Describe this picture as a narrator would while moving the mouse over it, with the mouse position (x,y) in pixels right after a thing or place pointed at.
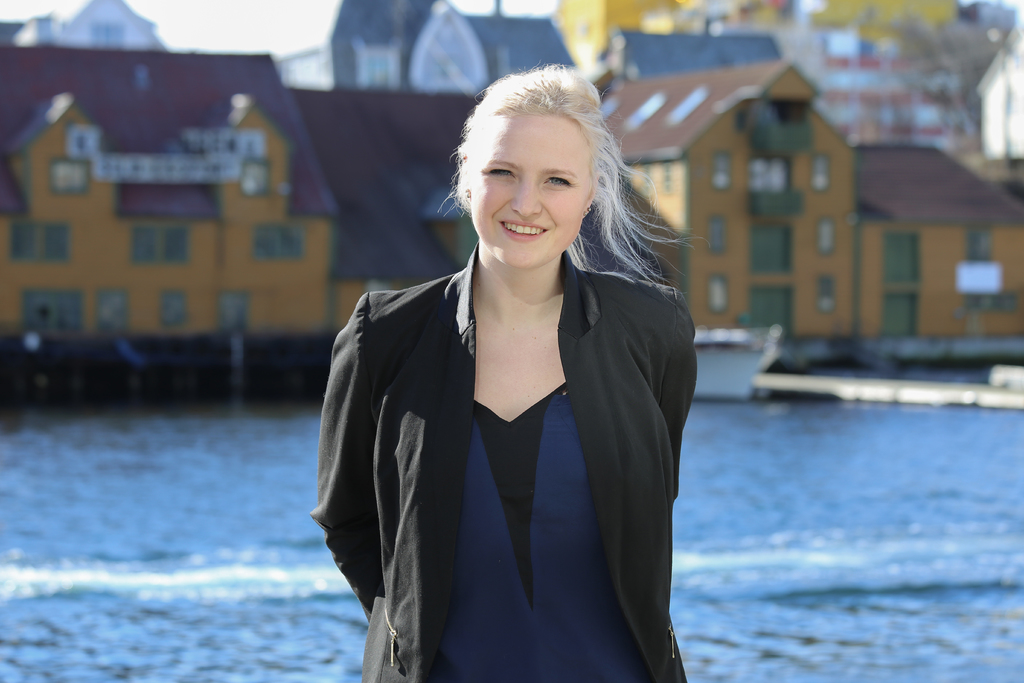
A woman (510,285) is standing, here there are houses (405,193) with the windows (244,187) this is water (879,549).
